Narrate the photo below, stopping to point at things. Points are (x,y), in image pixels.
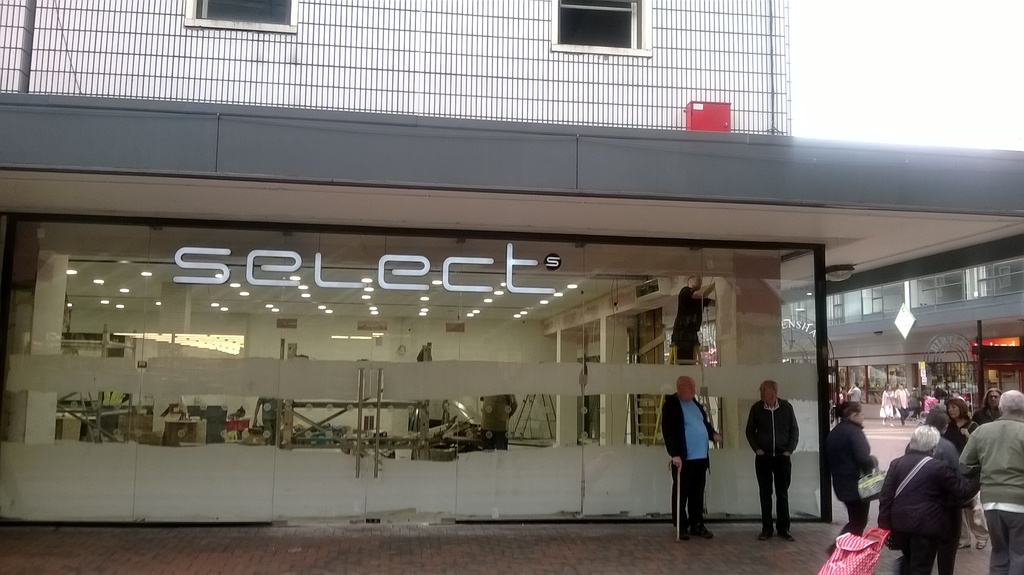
In the foreground (473,434) I can see buildings (619,433), boards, crowd (781,484) on the road (734,538), doors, tables (396,400), chairs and so on. At the top (896,44) I can see the sky (888,75) and metal rods (391,63). This image is taken may be during a day.
